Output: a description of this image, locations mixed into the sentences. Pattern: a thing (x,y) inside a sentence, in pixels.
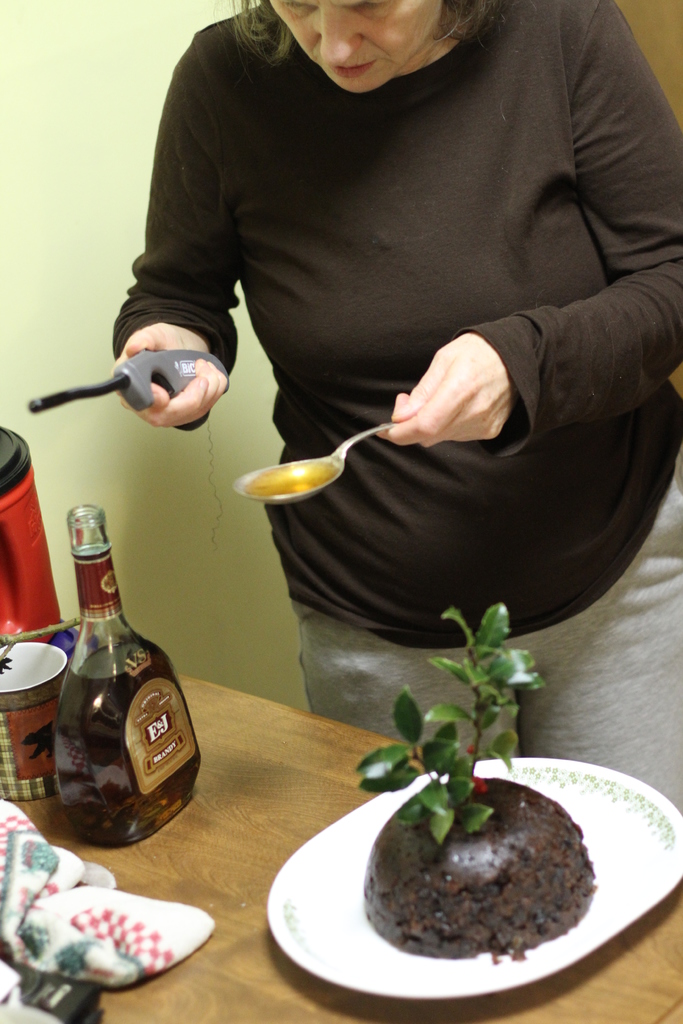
As we can see in the image there is a woman (501,447) standing over here and yellow color wall (56,170) and in front of her there is a table (263,760). On table (177,842) there is a plant (447,745), plate (296,958), bottle (116,735) and glass (49,738).
